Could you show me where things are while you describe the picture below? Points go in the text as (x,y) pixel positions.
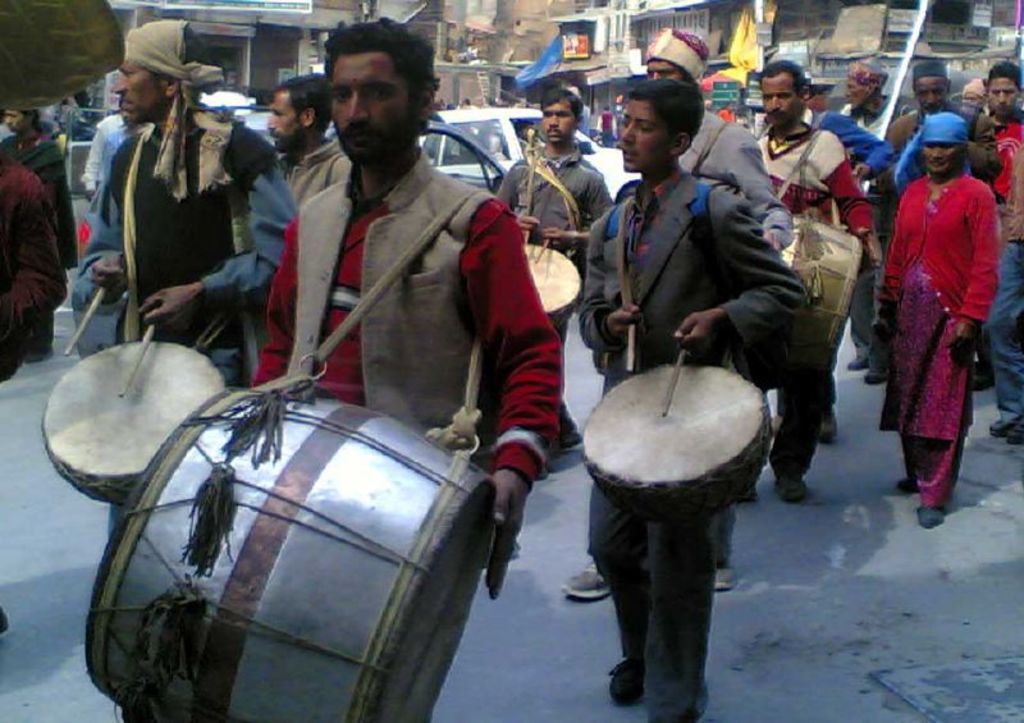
In this picture we can see some people (577,230) standing, few persons (501,272) in the front (380,325) are playing drums (446,497), in the background (210,12) there is a building (404,9), we can see cars (476,179) in the middle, we can also see a cover (744,56) in the background (735,63).
